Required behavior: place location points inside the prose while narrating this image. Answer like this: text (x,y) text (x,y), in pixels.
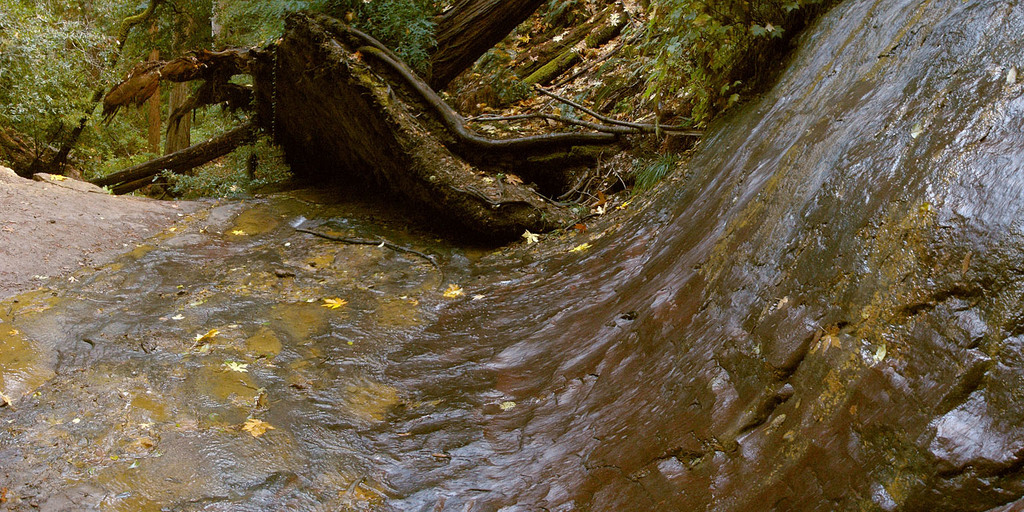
In this picture we can see the trees (493,7), wood logs (377,83), dry leaves (573,85), rocks (795,165), water (430,290), ground (48,229).
